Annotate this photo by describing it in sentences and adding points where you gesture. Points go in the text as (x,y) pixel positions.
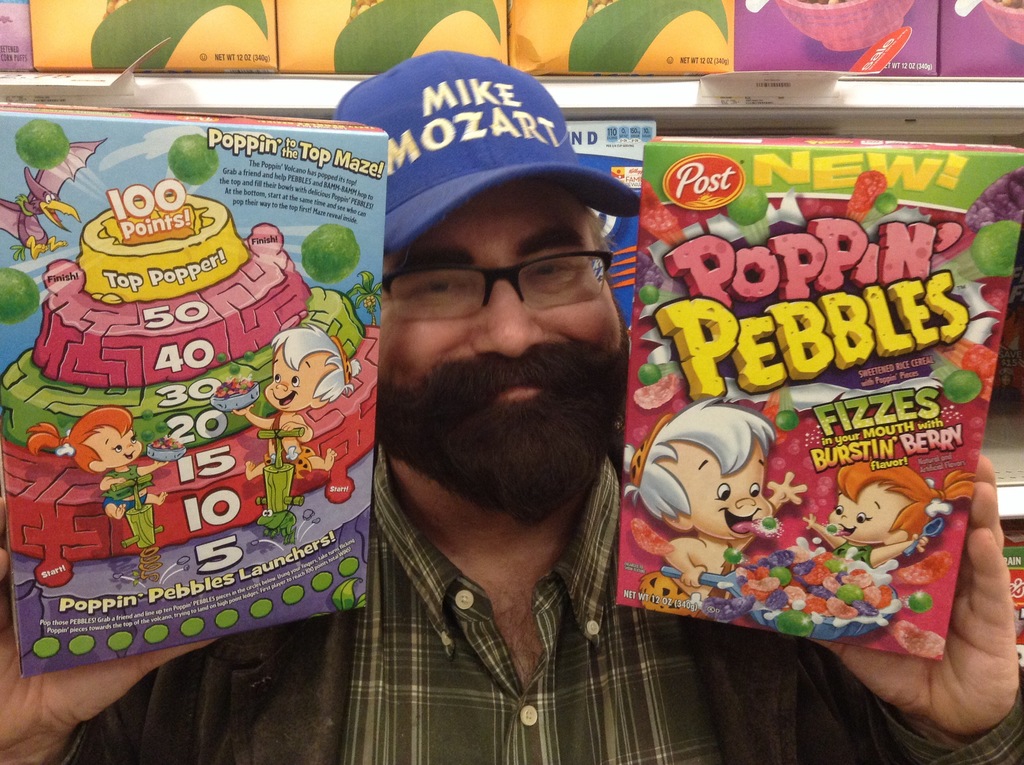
In this picture there is a man (457,166) who is wearing cap (457,166), spectacle (443,272), shirt (404,701) and jacket (308,760). He is holding two boxes (819,444). Behind him I can see many boxes (291,49) which are kept on the racks (569,100).
